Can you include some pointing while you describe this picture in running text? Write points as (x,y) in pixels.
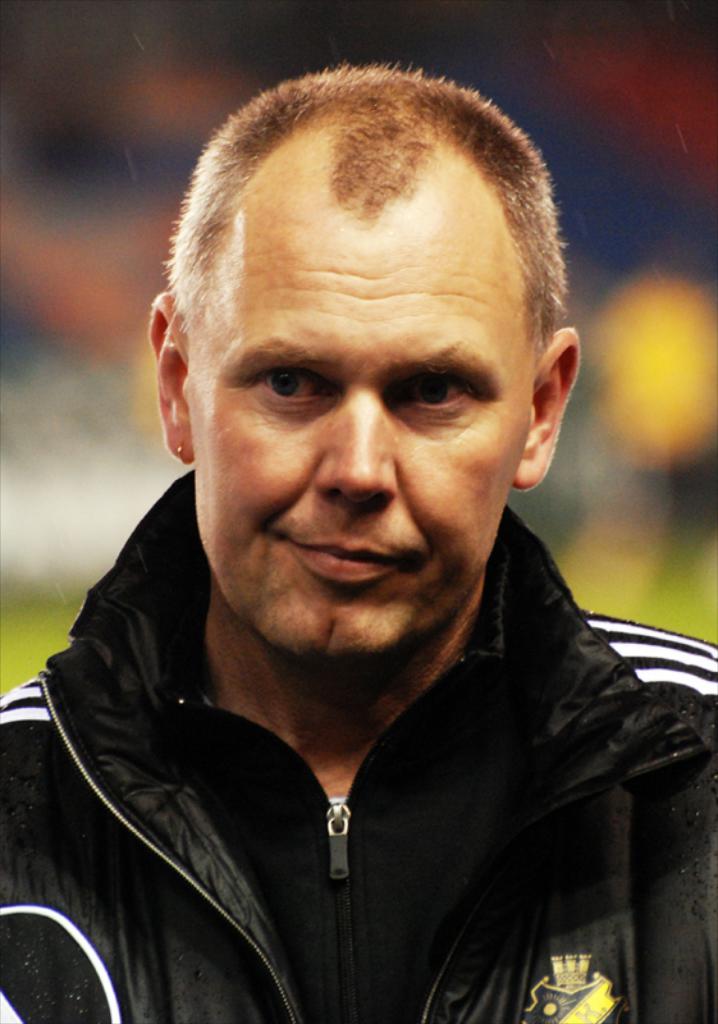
In this image I can see the person (466,700) is wearing black color dress (585,811). Background (612,28) is blurred.
